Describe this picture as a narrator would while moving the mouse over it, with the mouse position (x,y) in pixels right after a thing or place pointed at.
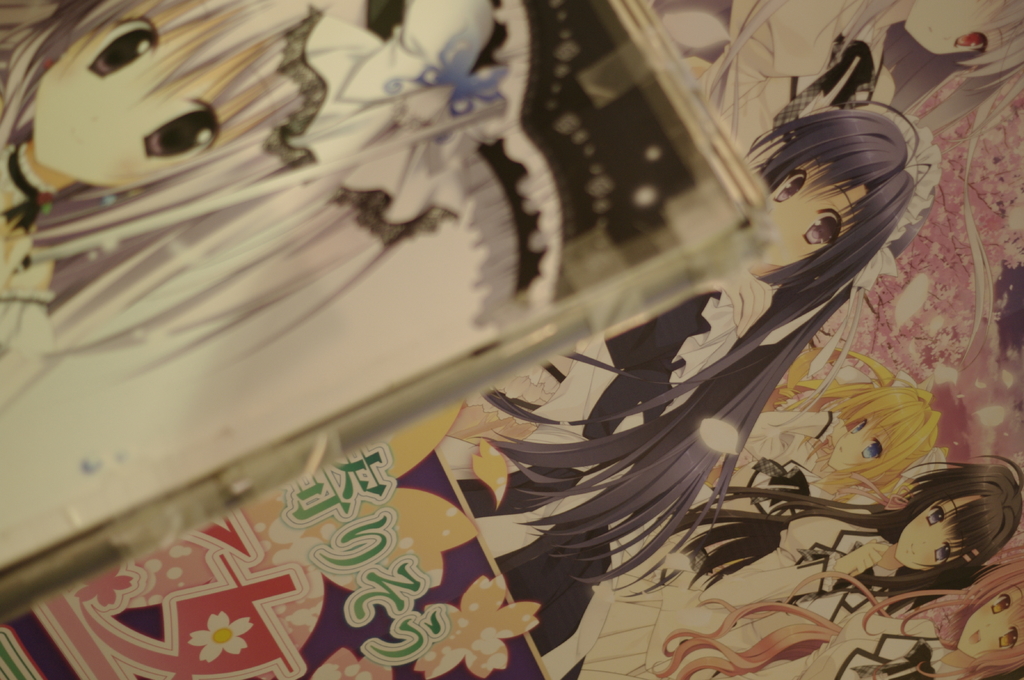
In the foreground of this picture (334,252), on the top (508,188), there is a photo frame (439,324) and in the background (1004,265), there is a wall (425,493) with animated posters (728,491) of women (831,548) on it.
